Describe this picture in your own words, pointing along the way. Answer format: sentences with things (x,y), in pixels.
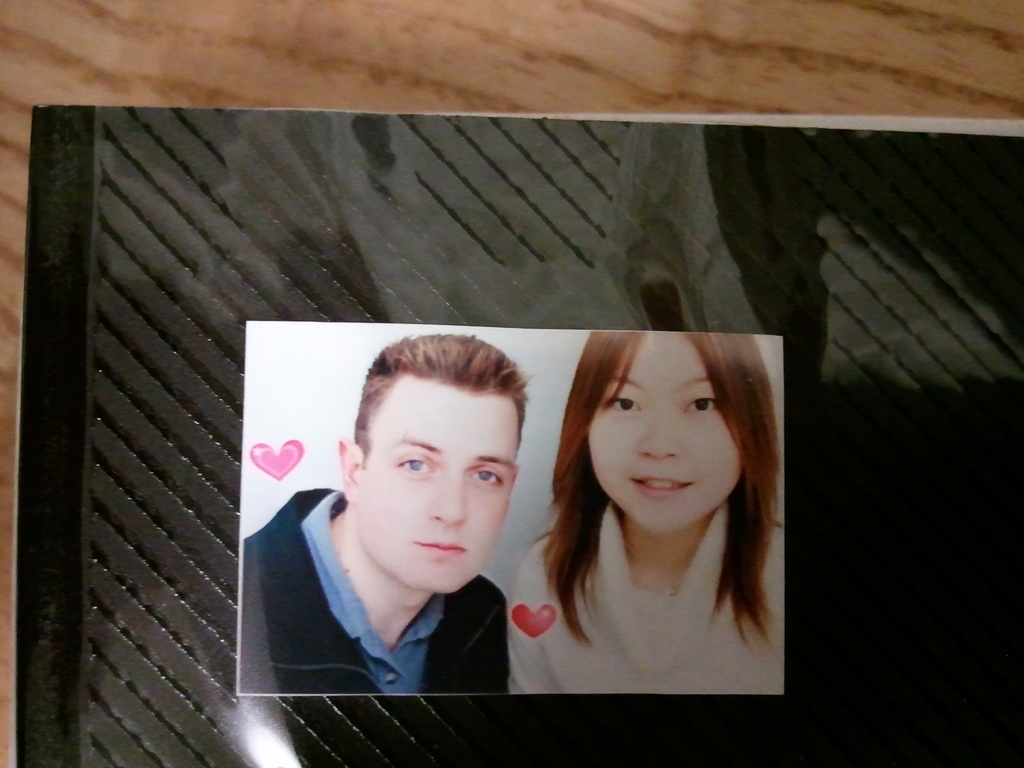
In this image, we can see there is a photo (501,524) on a black color surface (252,288). This photo (485,476) is covered with a transparent plastic cover (193,630). In the photo (499,562), we can see there is a person (433,537). Beside this person (433,607), there is a girl (576,557) smiling and there are two symbols (544,611). In the background of this photo (453,350) is white in color. Outside this black color surface (233,145), the background (37,83) is brown in color.
